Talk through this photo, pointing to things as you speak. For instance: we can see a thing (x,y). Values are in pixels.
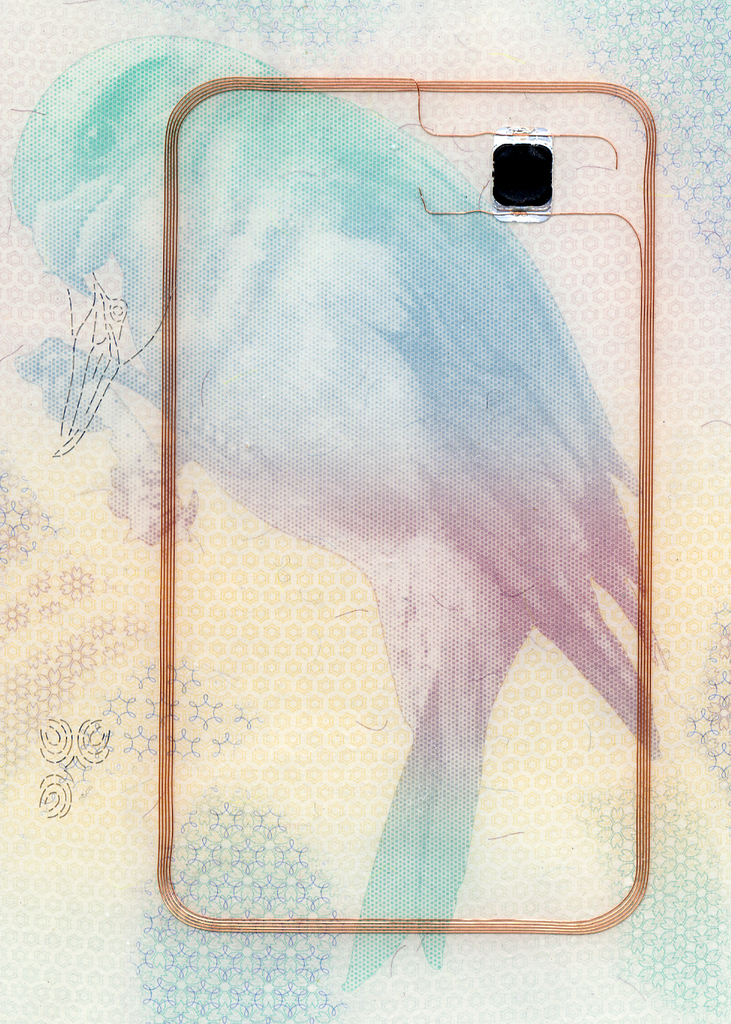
In this image we can see a painting (339,437) of a bird (353,309), also we can see a black colored spot (513,184).
